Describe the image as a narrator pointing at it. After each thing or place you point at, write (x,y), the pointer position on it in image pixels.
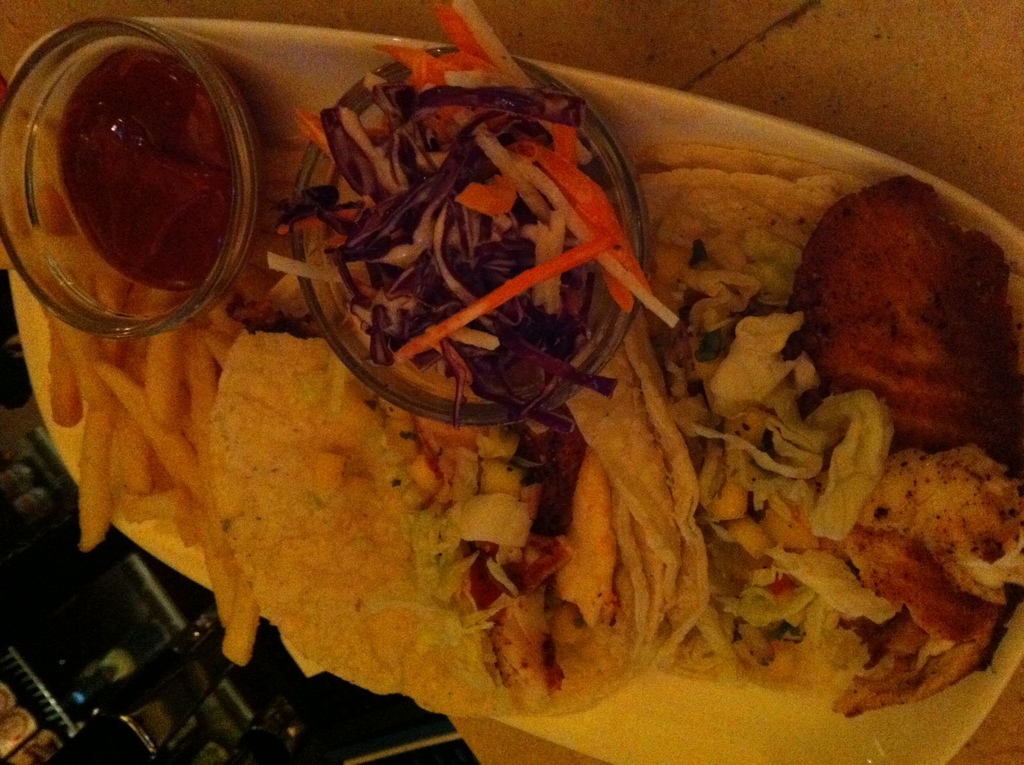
In the middle of this image (503,286), there are food items (483,165) arranged on a white color plate (621,123). This plate (638,131) is placed on a table (880,89). In the background (207,713), there are other objects (224,716).
